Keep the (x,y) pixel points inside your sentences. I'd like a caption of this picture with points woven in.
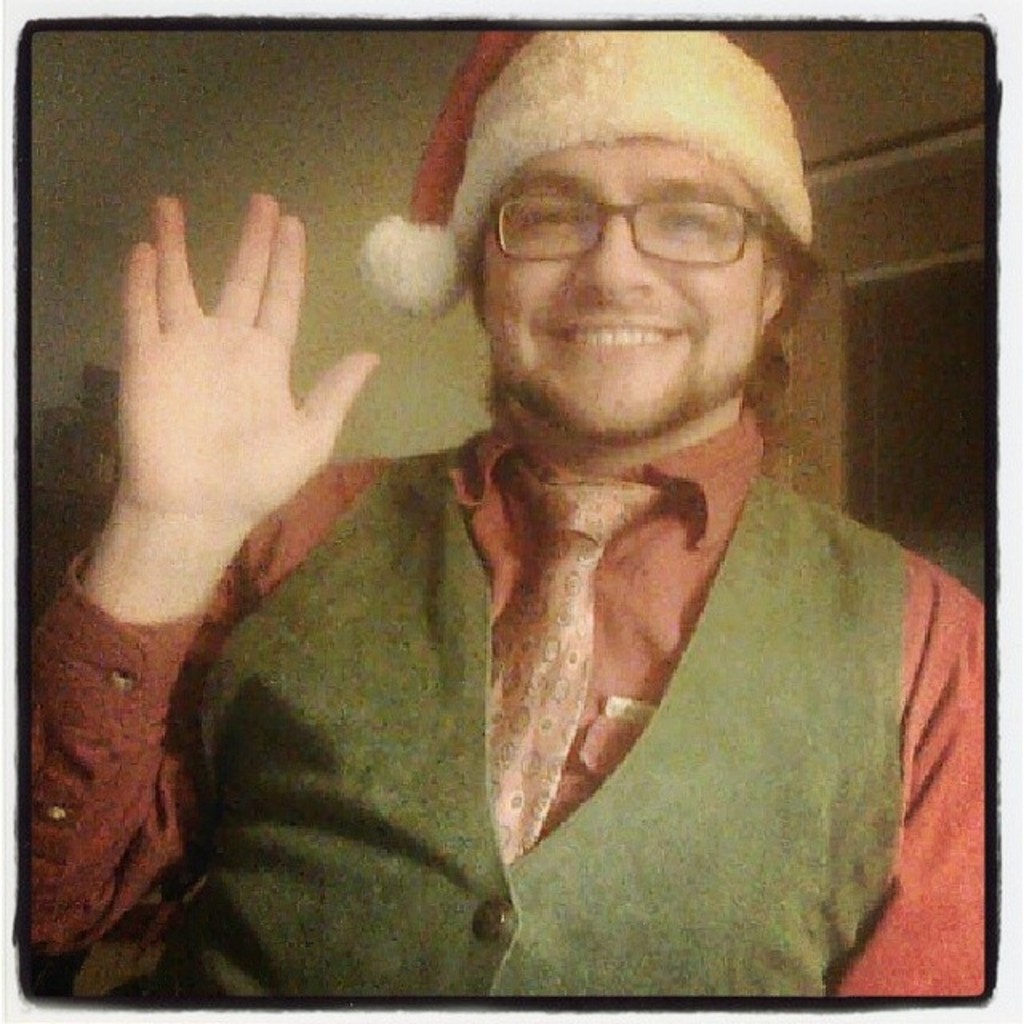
In this image we can see a man (635,340) who is smiling, he is wearing red color shirt (706,586) with green waist coat (610,882) and Christmas cap (547,94).
